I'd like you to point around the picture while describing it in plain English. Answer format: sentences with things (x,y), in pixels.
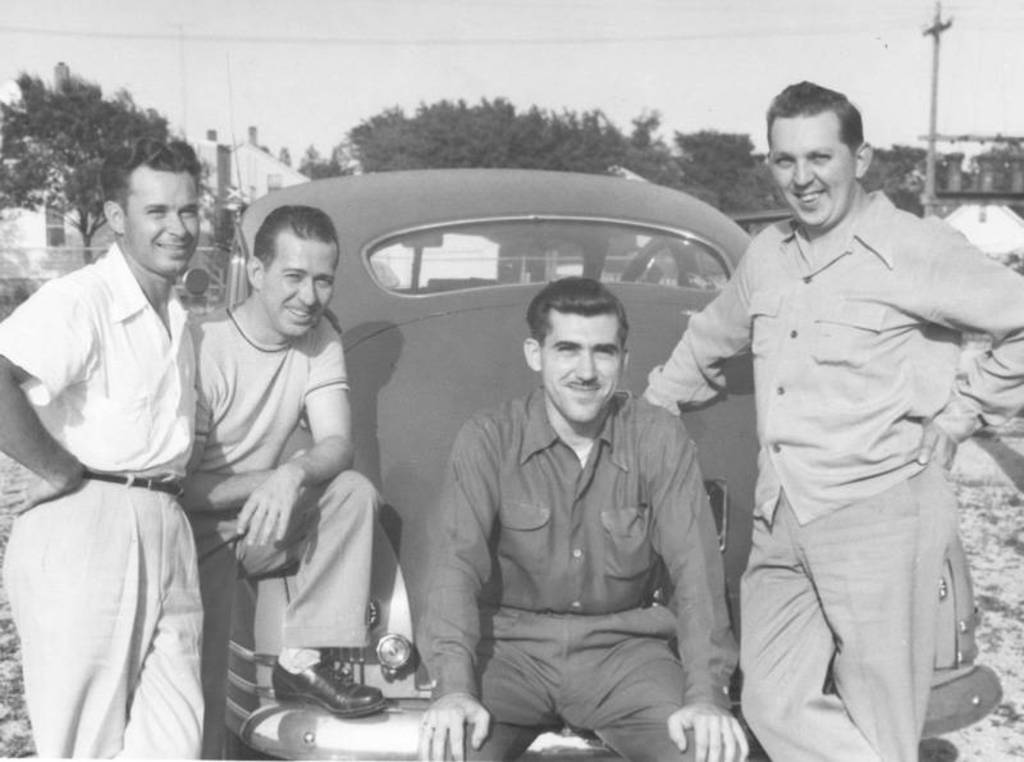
In the picture we can see a black and white photograph of the four men (884,672), three are standing and one man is sitting behind the car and in the background (14,146), we can see some trees (742,156), houses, poles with wires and the sky (740,87).
